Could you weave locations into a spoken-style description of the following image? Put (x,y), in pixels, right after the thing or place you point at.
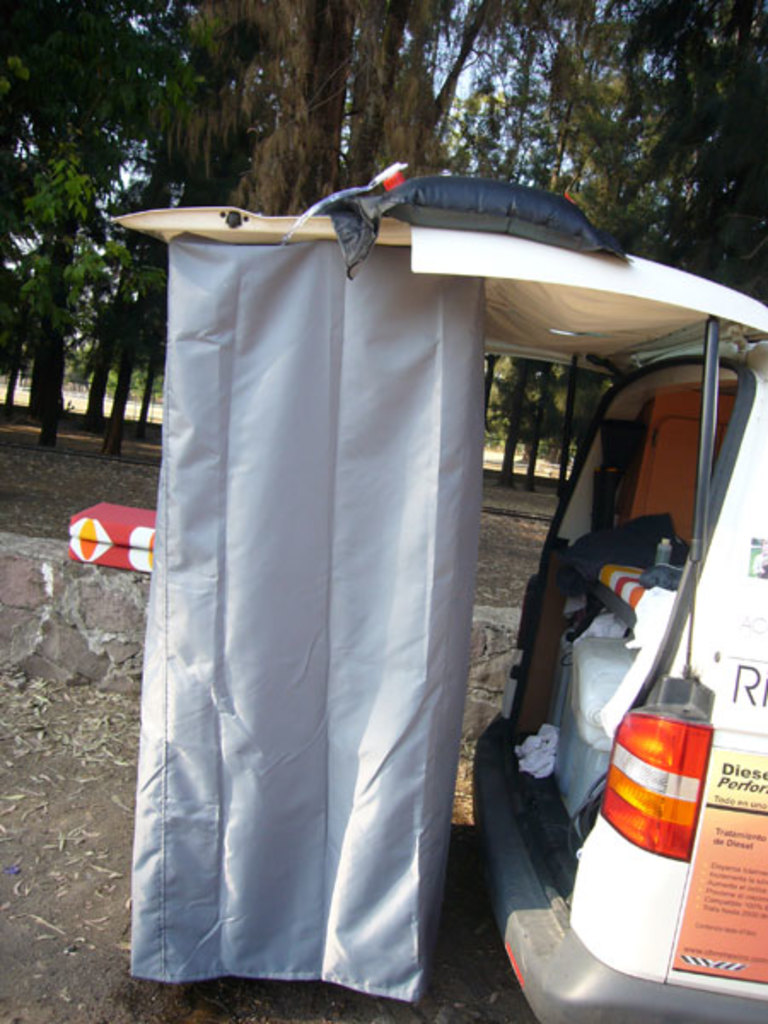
There is a vehicle (548,555). On the back door (322,230) of the vehicle (210,216) there is a cloth (234,525). Inside the vehicle (522,663) there are some items (578,653). In the background (333,86) there are trees (232,108).
